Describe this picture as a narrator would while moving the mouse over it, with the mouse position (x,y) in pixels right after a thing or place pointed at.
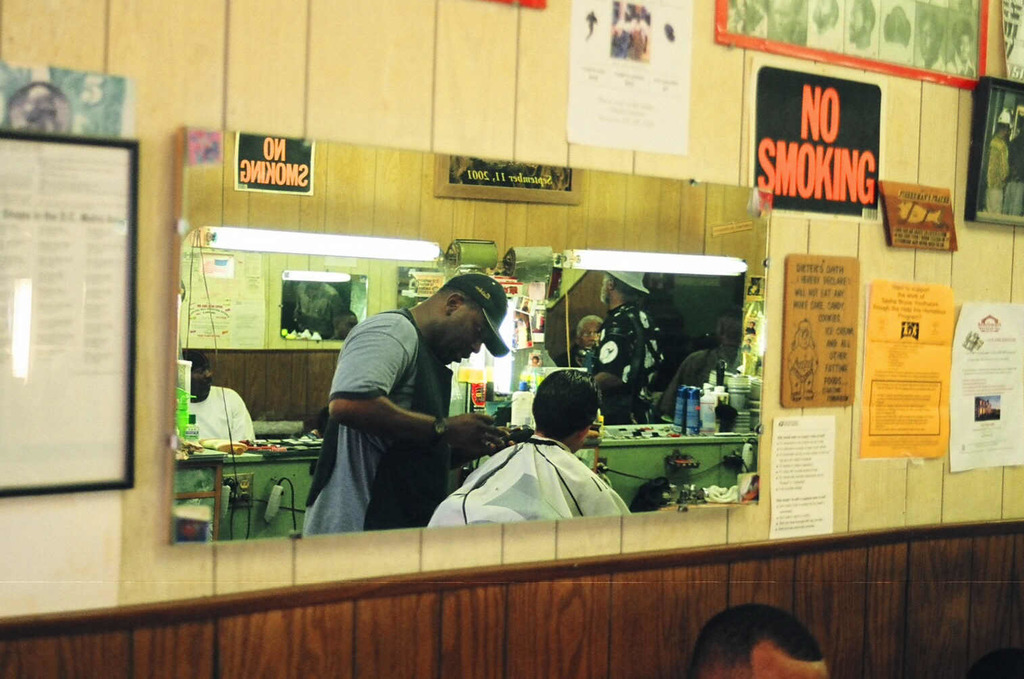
There is a person (778,643). On the wall (954,493) there is a mirror (347,386), photo frames (130,437) and posters (761,82).
